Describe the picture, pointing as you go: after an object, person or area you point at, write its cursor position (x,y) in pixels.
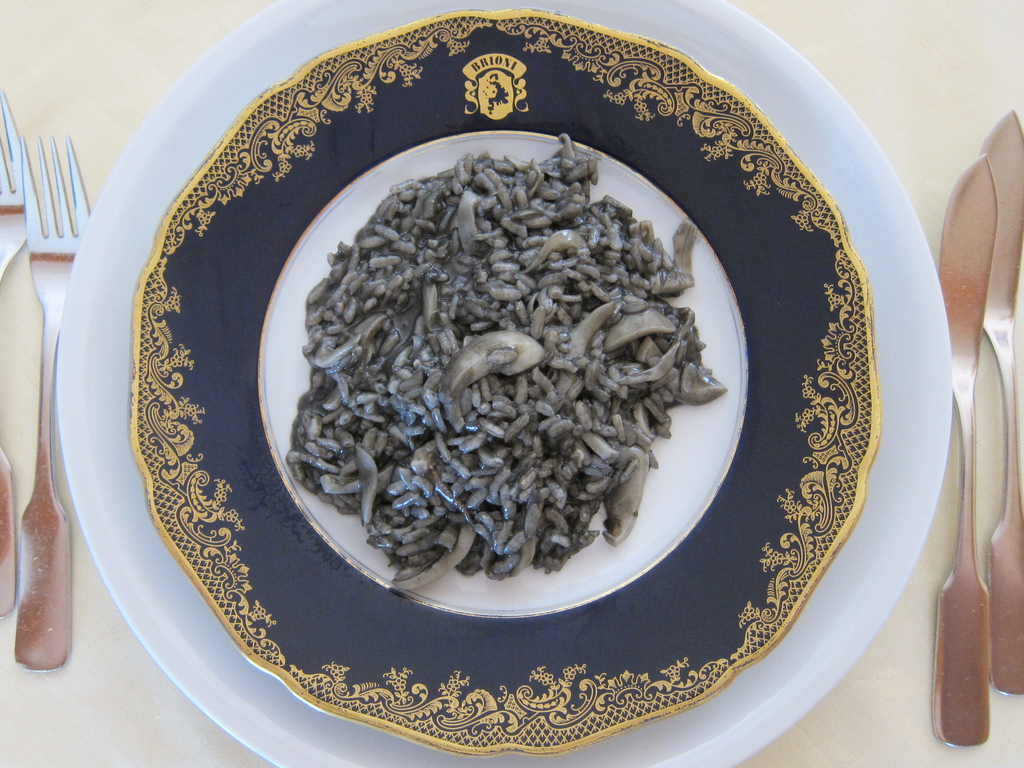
In this picture we can see plates (920,412), food (572,365), knives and forks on the white platform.
